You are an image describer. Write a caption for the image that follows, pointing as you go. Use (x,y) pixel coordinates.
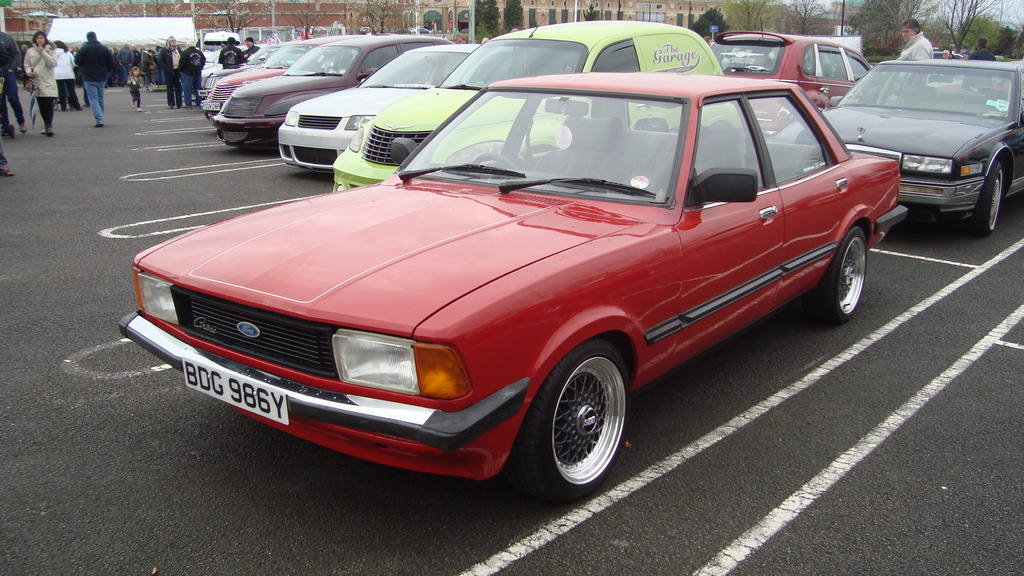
In this picture we can see vehicles (503,216) and a group of people (128,50) on the road (672,453) and in the background (255,21) we can see trees (221,13), buildings (248,18) and the sky (957,25).
